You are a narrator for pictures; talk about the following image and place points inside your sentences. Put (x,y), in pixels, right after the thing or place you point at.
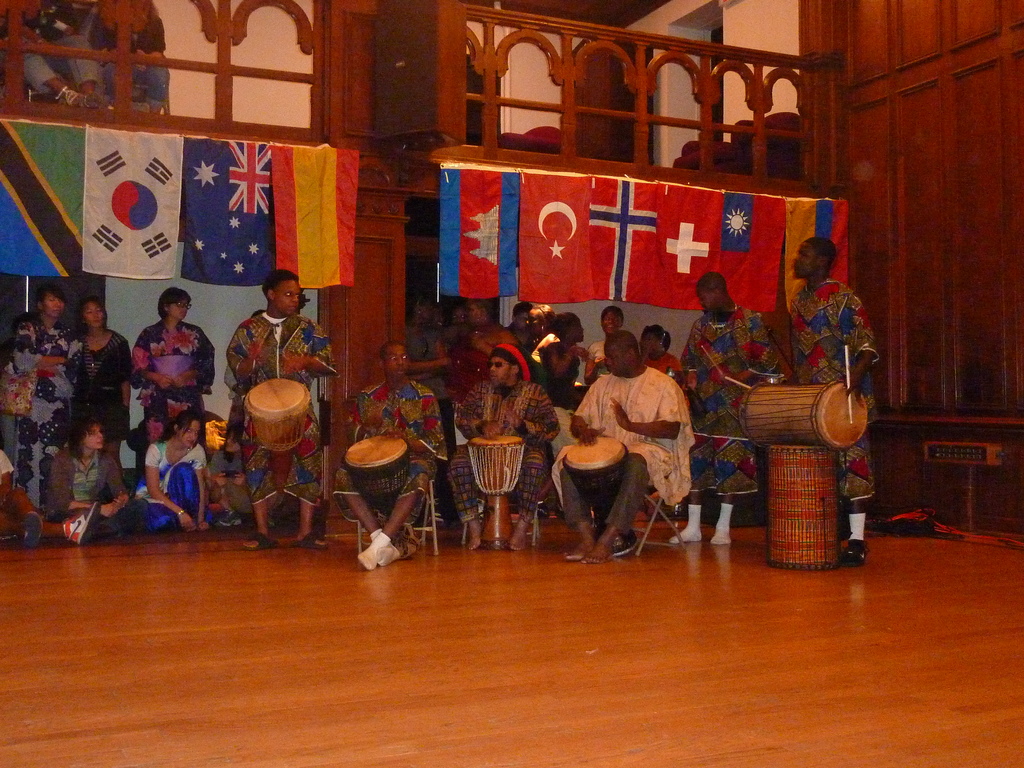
This image is taken inside a room (302,60). At the bottom of the image (186,669) there is a floor (378,692). At the background (17,176) there are few flags (233,214) to a wall (888,269) which is made of wood (401,167) and there is a railing (640,77). In the middle of the image (534,386) few people (156,505) were sitting and few of them were standing holding a musical instruments (401,469) in their hands (591,436). In the right side of the image (710,390) a man (757,371) is standing and playing drums (791,473).
